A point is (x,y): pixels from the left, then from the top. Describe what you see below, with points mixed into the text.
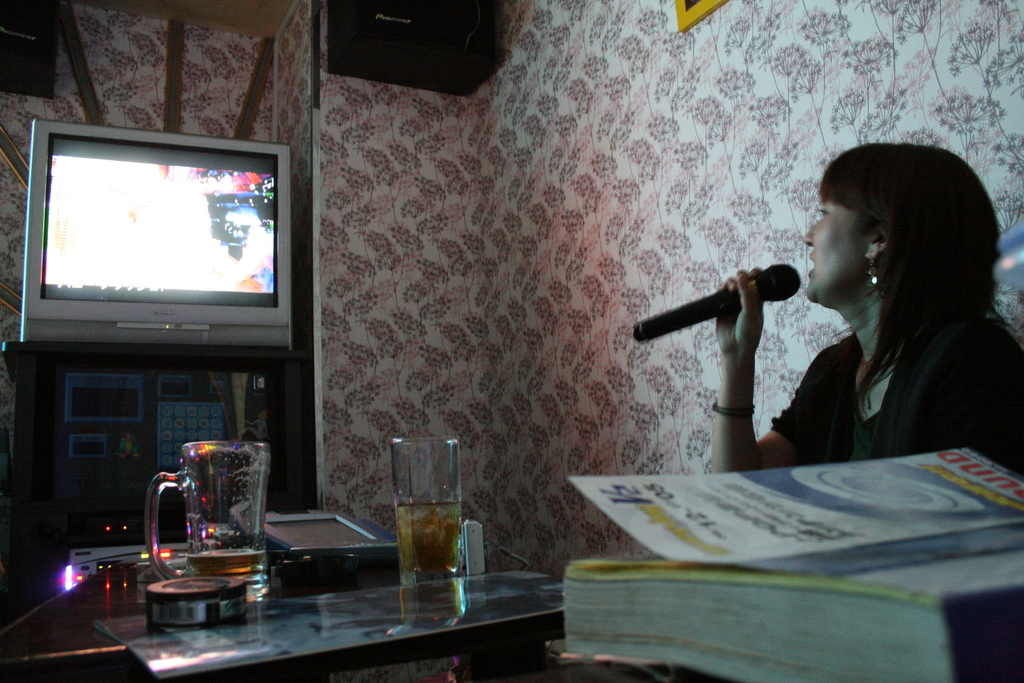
In this image I can see the person (796,449) is holding the mic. I can see few books (692,567), glasses (215,450) and few objects (304,521) on the table (287,657). In the background (38,278) I can see the television (38,278) on the black color object (119,370). I can see few speakers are attached to the wall (484,231).
